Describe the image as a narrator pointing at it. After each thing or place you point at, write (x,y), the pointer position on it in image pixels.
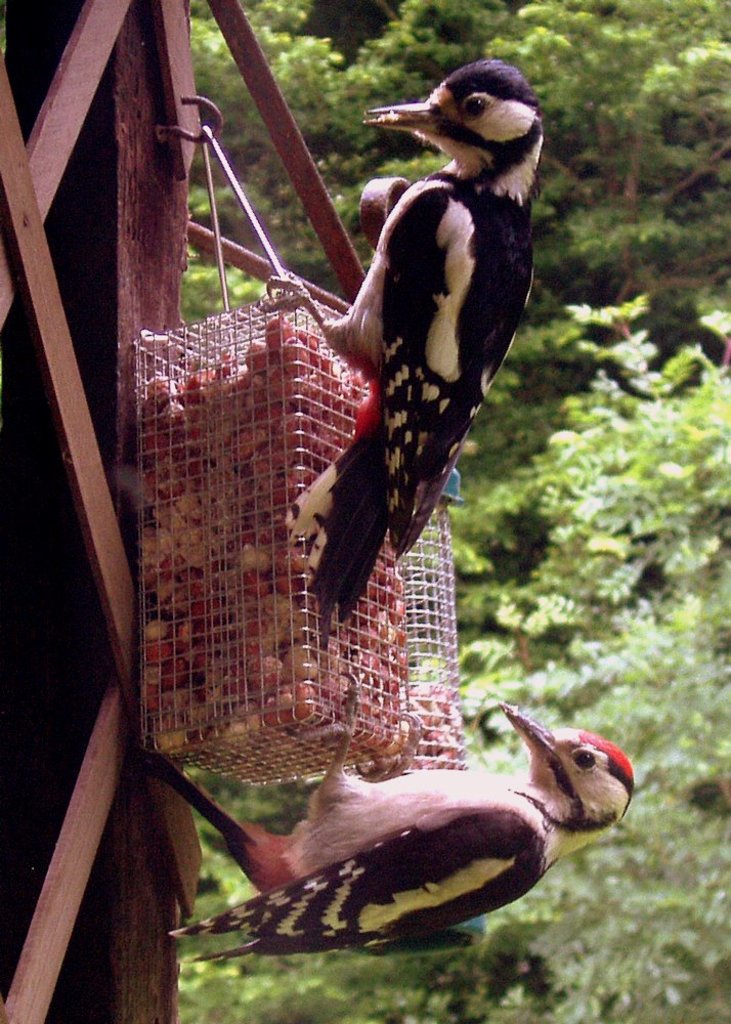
In the foreground (409,709), I can see two birds (333,799), wooden object (78,396) and food items (267,491) in a metal box (281,553). In the background (505,645), I can see trees (534,454). This image taken, maybe during a day.
